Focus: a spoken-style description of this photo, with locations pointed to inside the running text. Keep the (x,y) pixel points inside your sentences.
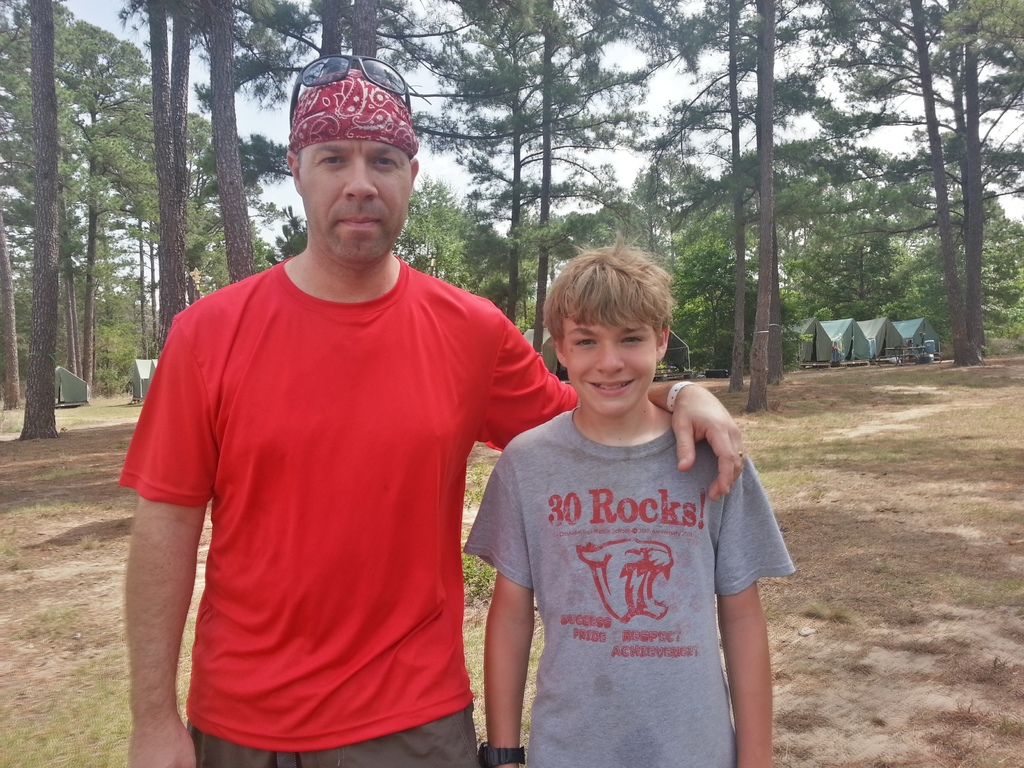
In the center of the image (622,262) there are two people (437,721) standing. In the background of the image (650,194) there are trees (20,103). There are tents (882,330). At the bottom of the image (921,722) there is grass (935,664).
